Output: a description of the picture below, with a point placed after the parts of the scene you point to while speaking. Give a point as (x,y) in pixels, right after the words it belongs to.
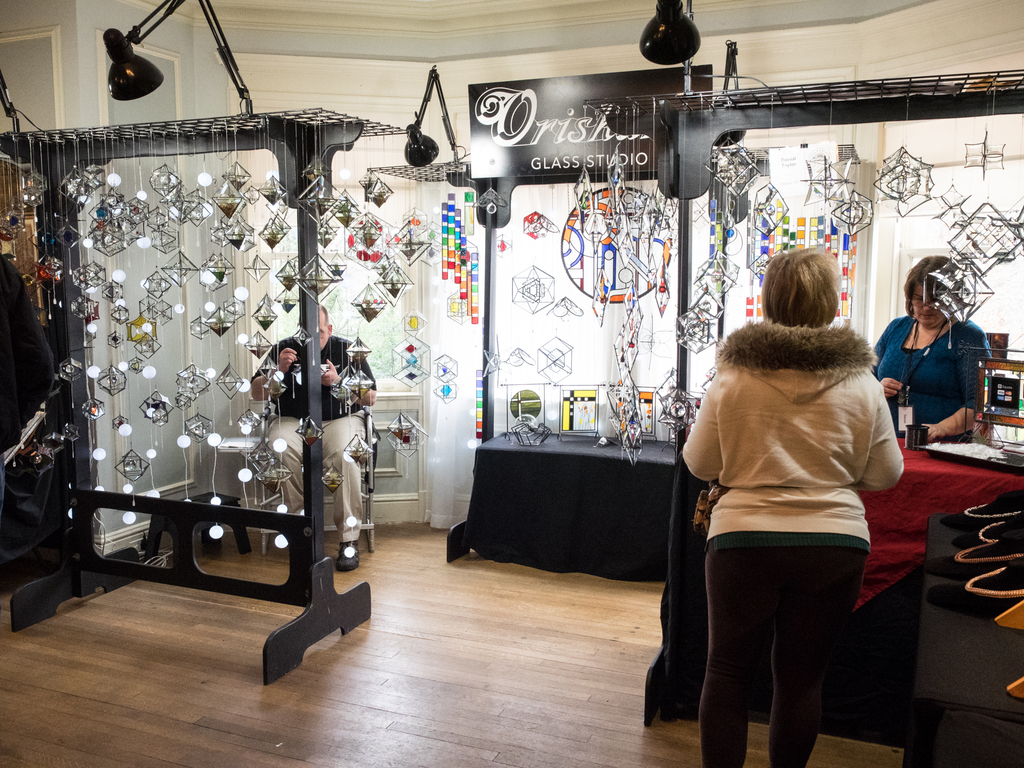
In this there are two woman (824,495) standing near the table (703,642) and there are some decorative hangings (160,214) here and lamps (132,67). In the background (572,48) there is a wall (372,45).
